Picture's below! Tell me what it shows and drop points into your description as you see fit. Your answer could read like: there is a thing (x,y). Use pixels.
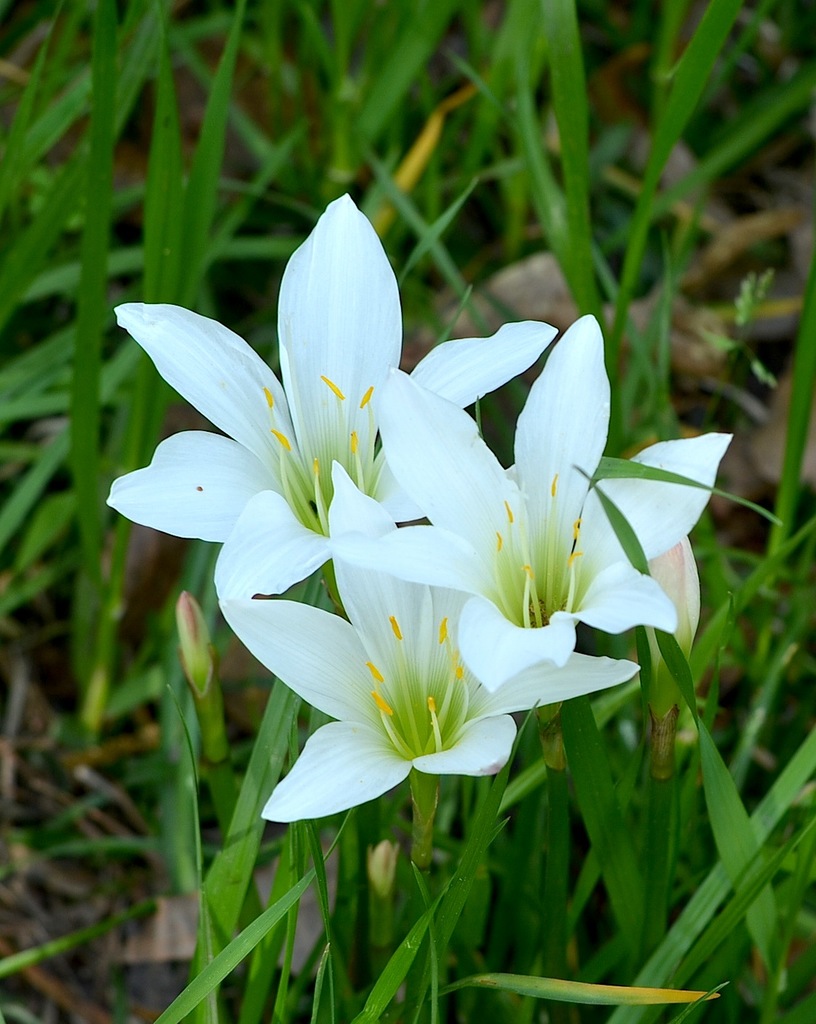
In the middle of this image (469,668), there are three white color flowers (404,608) of the plants (592,745). In the background (547,93), there are other plants (588,123).
